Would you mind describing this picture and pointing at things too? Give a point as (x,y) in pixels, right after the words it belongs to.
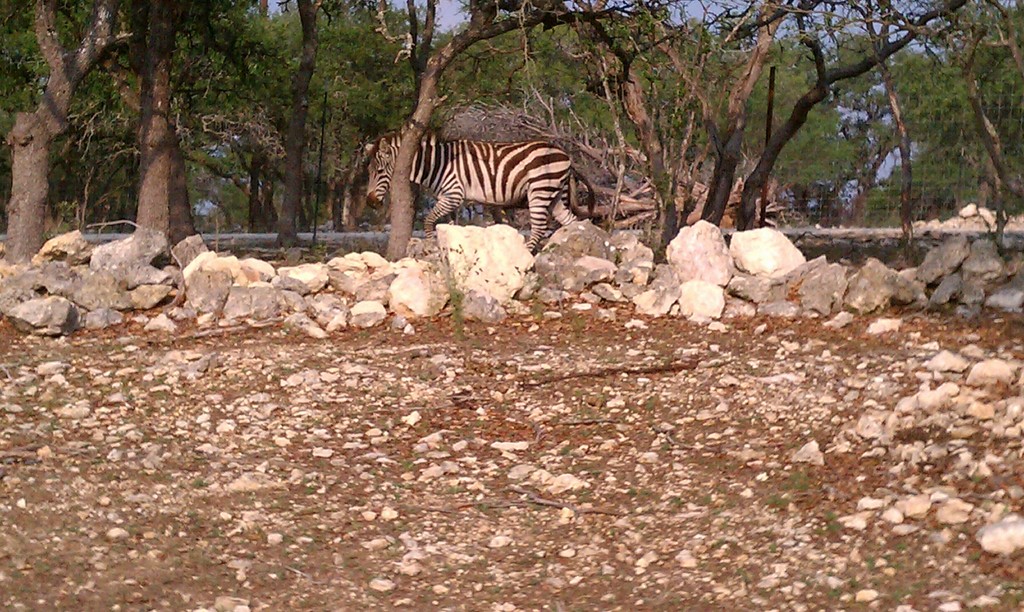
This image is taken outdoors. At the bottom of the image (230,488) there is a ground (829,518) with grass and rocks (575,261) on it. In the background (380,83) there are many trees (335,146) and barks (585,132). In the middle of the image (535,237) there is a zebra (431,230).
